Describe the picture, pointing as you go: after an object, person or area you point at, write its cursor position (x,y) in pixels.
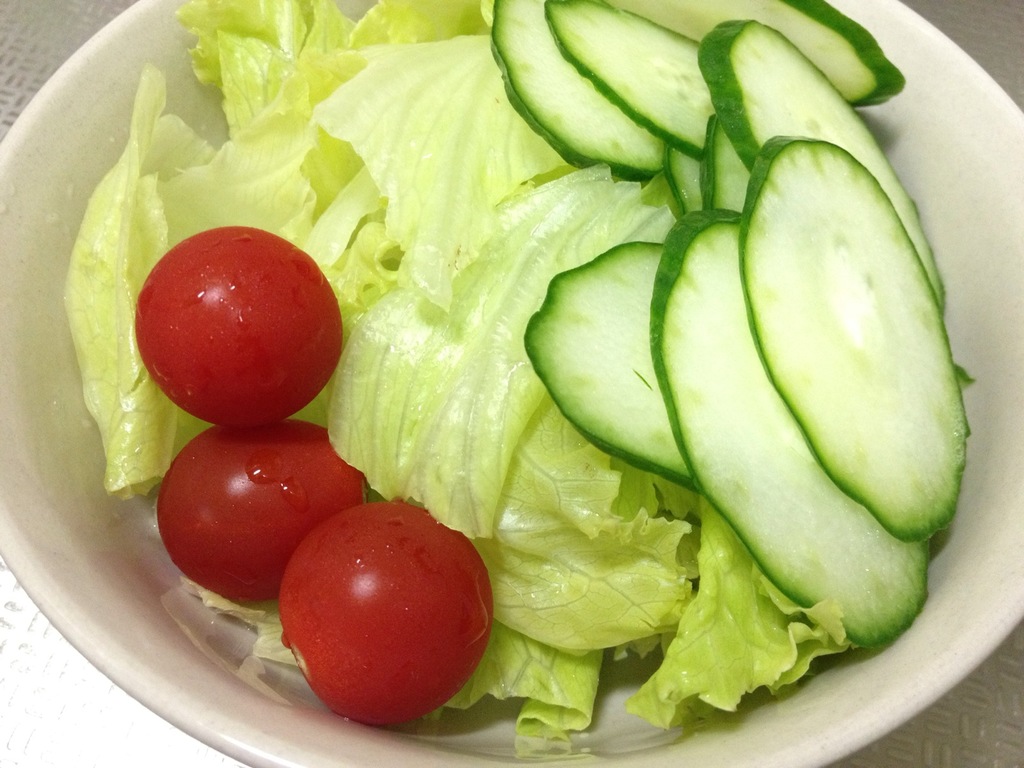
In this picture we can see a bowl (865,669), we can see some pieces of cucumber (754,390), three tomatoes (325,516) and some cabbage (431,364) present in the bowl (314,726).
